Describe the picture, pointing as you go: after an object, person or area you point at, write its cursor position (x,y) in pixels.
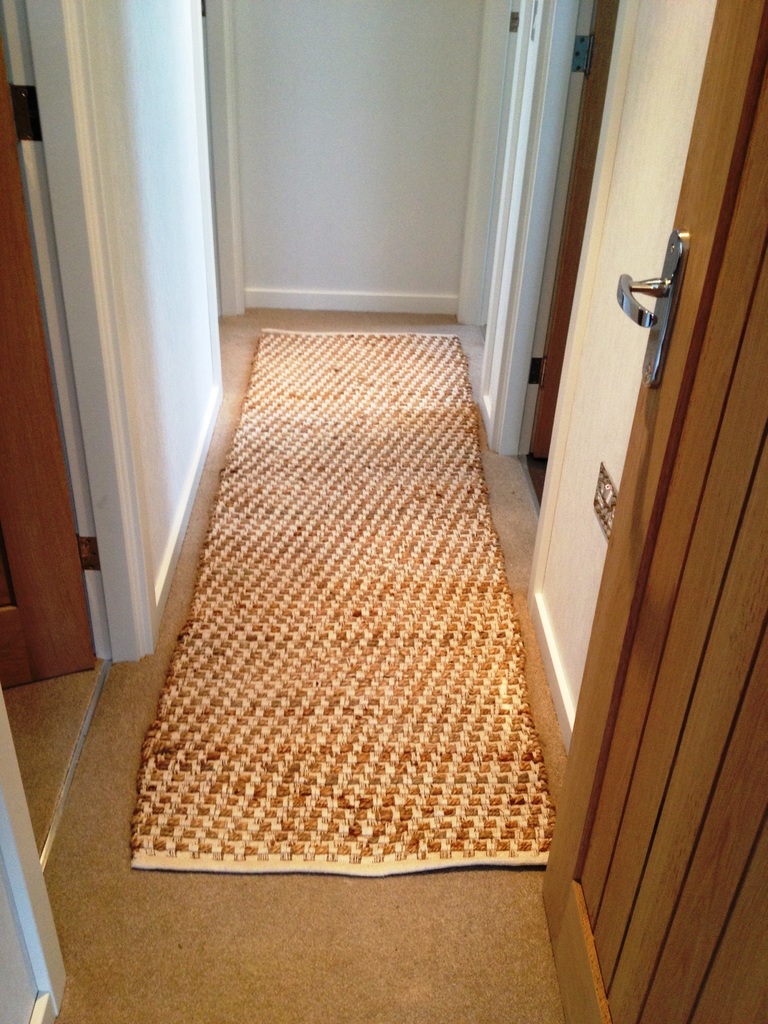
In this picture there is a rug (363,381) in the center of the image (397,482) and there are doors (746,628) on the right (643,553) and left side of the image (40,478).
